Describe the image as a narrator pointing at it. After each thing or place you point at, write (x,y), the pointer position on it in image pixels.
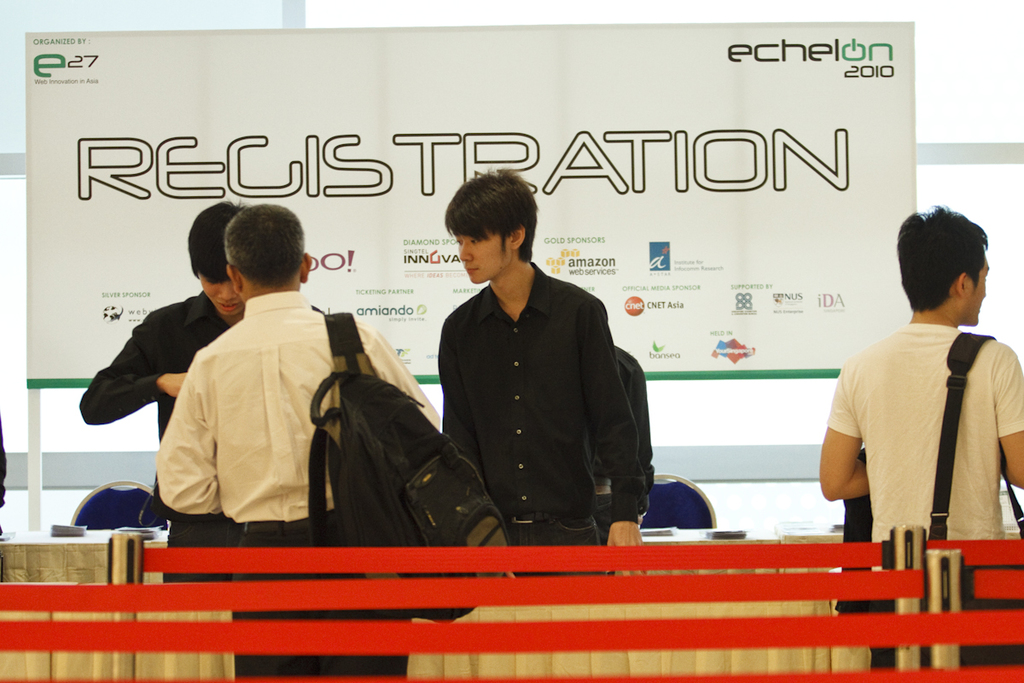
In this image we can see there are a few people (879,458) standing, in between them there is a table (156,542) with some objects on top of it, behind them there are chairs (147,510) and a board (46,51) with some text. In the background (6,498) there is a glass wall (164,9), in the foreground of the image (619,601) there is like a fence (830,596) with rods (909,565).
